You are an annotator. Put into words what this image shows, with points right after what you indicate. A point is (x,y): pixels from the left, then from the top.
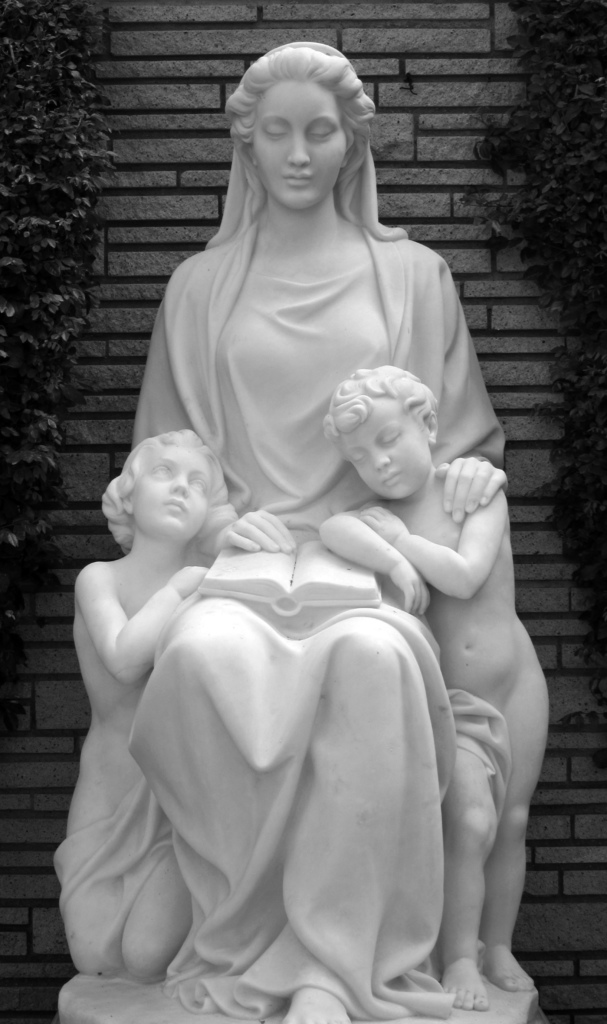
This is a black and white image and in the center (244,608) we can see a statue (291,482). In the background (329,32), there is a wall (402,49) and we can see trees (60,91).
